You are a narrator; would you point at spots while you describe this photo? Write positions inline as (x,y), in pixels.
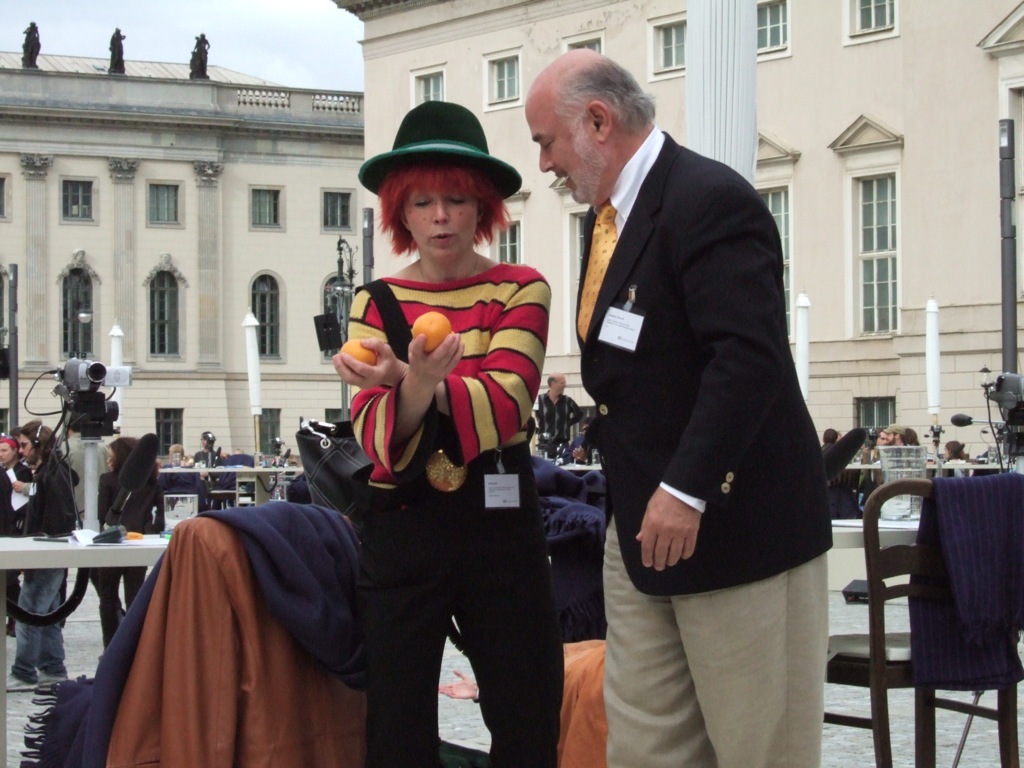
At the top (258,33) we can see sky (258,33). These are buildings (314,163) on the background (862,208). We can see persons (876,450) sitting and standing and few (59,482) are walking. Here we can see one women (425,179) wearing a green hat (454,162) and holding oranges (444,333) in her hands (429,368). We can see this man (689,271) standing beside her and staring. Here we can see clothes (982,576) on a chair (951,595). This is a camera (97,393).
